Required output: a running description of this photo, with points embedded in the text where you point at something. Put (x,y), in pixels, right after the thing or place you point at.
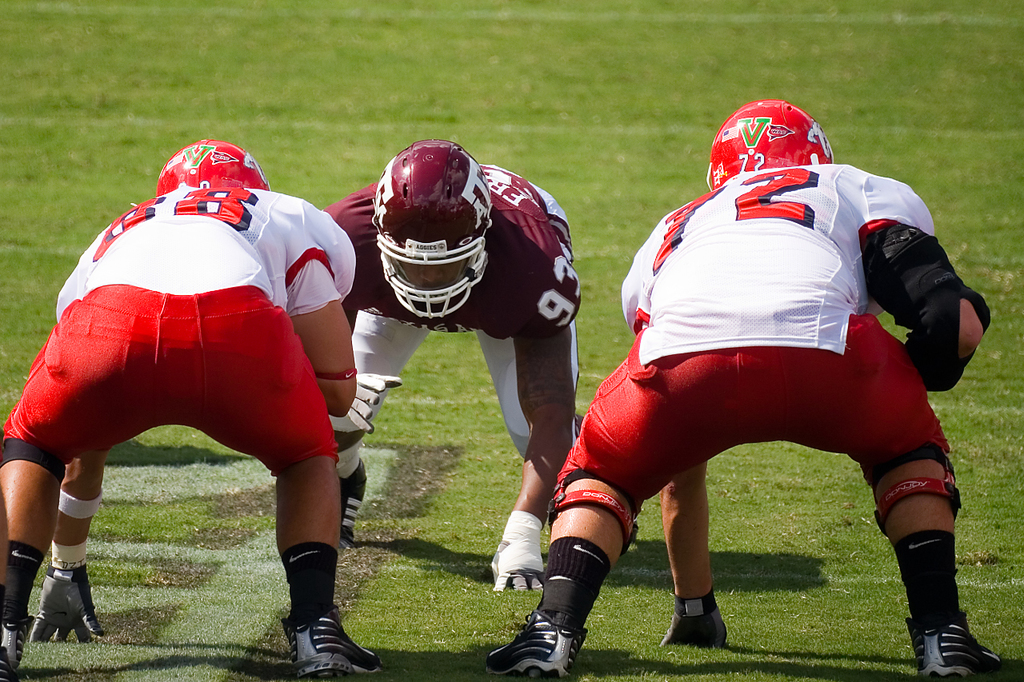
In this image I can see two persons (734,284) wearing white and red colored jersey (729,290) and a person (530,263) wearing maroon and white colored jersey (490,283) are standing. I can see they are wearing helmets (415,214) and some grass (435,117) on the ground (269,139).
